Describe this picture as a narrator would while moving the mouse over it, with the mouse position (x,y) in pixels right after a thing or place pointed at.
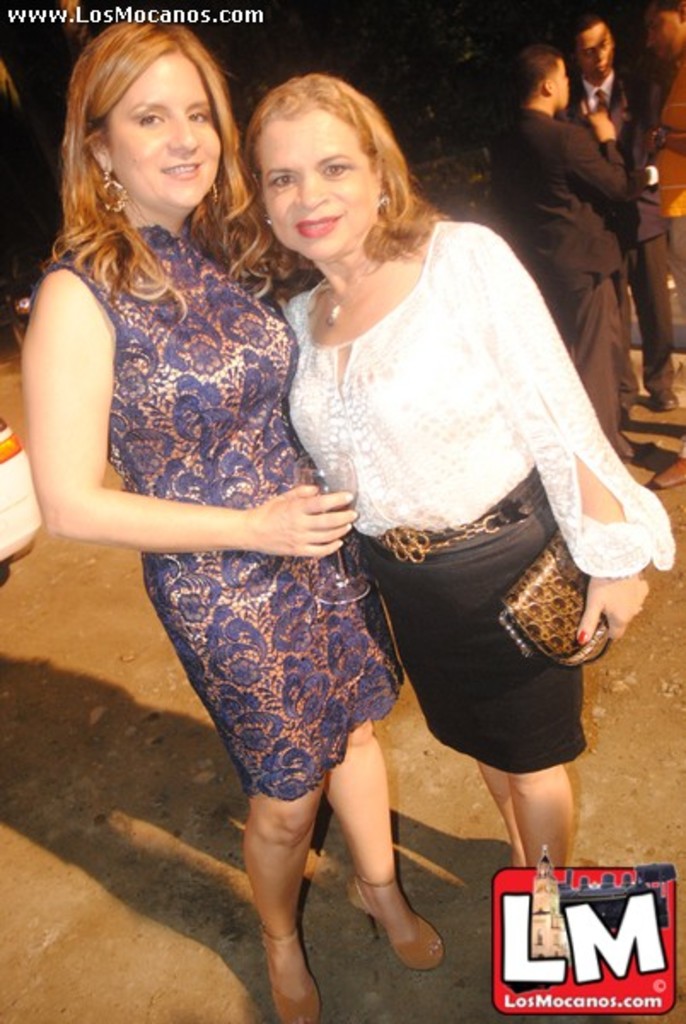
In the image we can see two women (426,385) standing, wearing clothes (309,406), earrings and they are smiling. The left side woman (193,455) is holding a wine glass (312,476) and the right side woman (503,515) is holding a handbag (544,617) in hand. Behind them there other people (564,209) standing. At the bottom right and left top we can see water mark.
